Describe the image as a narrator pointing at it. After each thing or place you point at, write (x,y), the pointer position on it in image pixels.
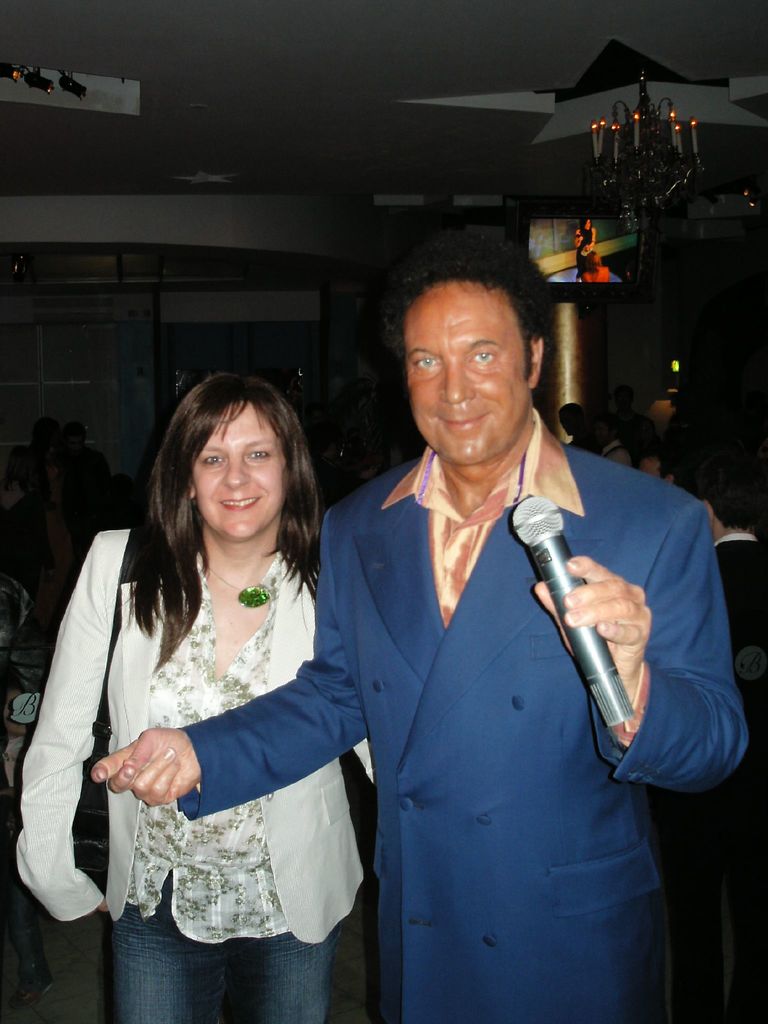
These two persons (272,746) are standing, this person (417,634) holding microphone (569,573) and this person (160,716) wear bag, behind these two persons (169,722) we can see wall (661,335), pillar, persons (743,484). On the top (580,220) we can see television (597,229), lights (665,193).
